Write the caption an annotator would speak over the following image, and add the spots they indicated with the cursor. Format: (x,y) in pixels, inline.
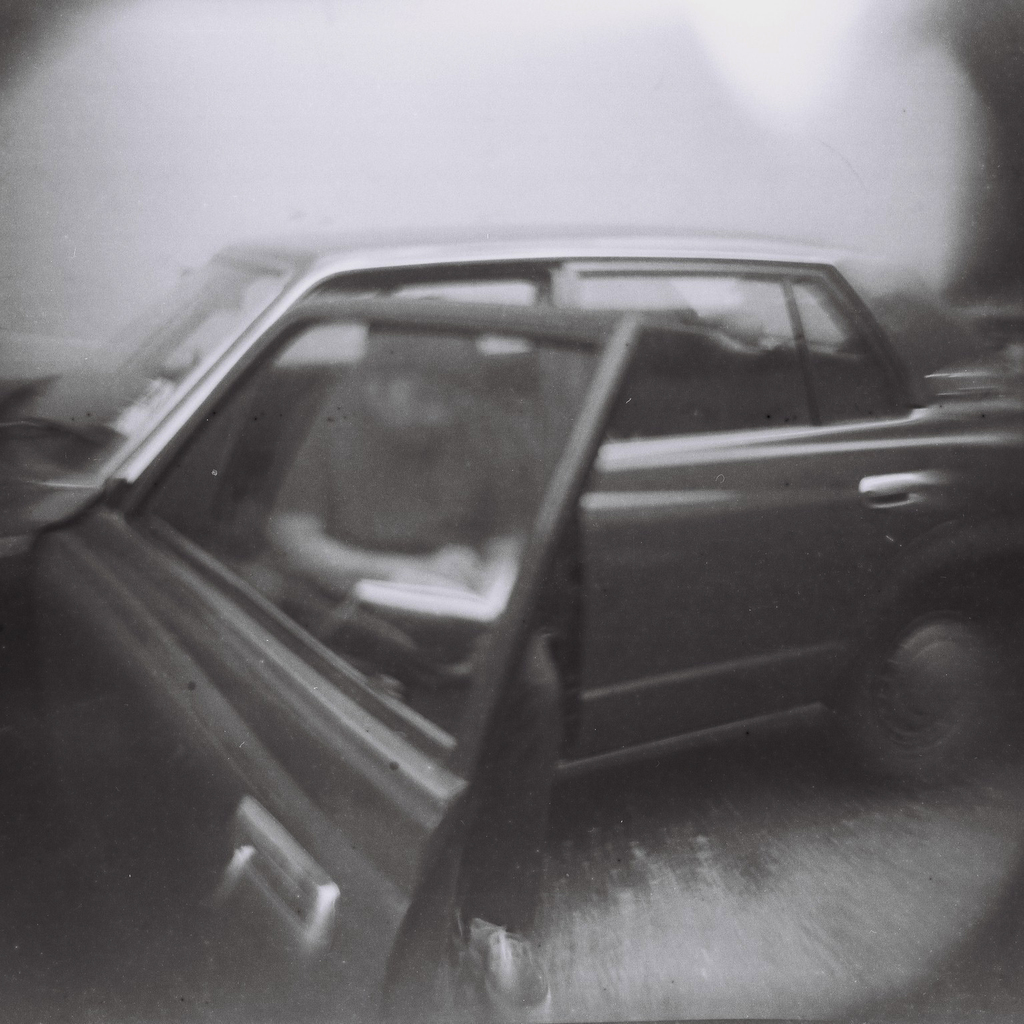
In this image in the center (454,411) there is a car (526,424) and there is a person (361,475) sitting in the car (512,608) holding a book (407,616) in his hand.
